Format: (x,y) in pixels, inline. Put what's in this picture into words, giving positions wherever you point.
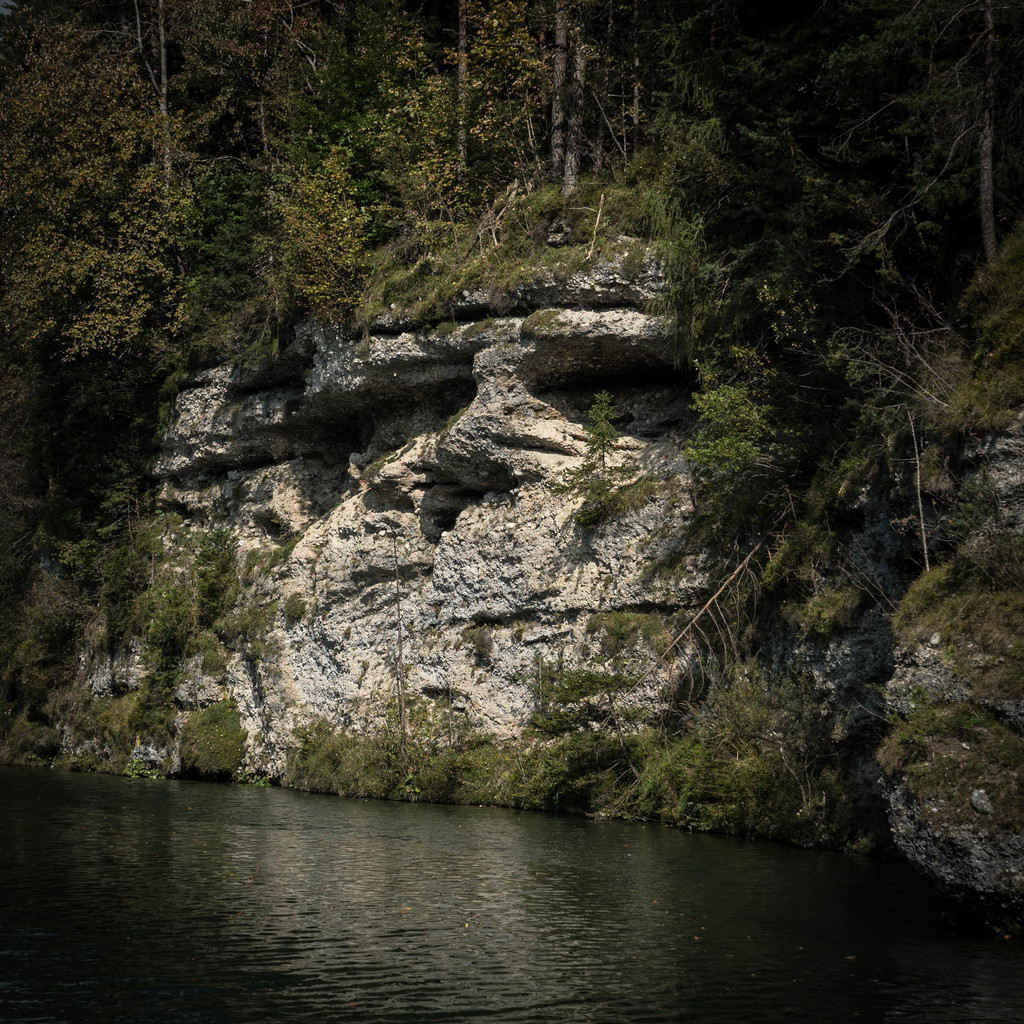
In the image there is a hill (467,319) and around that there are trees (93,187) and in the foreground (229,980) there is a water surface (414,988).
